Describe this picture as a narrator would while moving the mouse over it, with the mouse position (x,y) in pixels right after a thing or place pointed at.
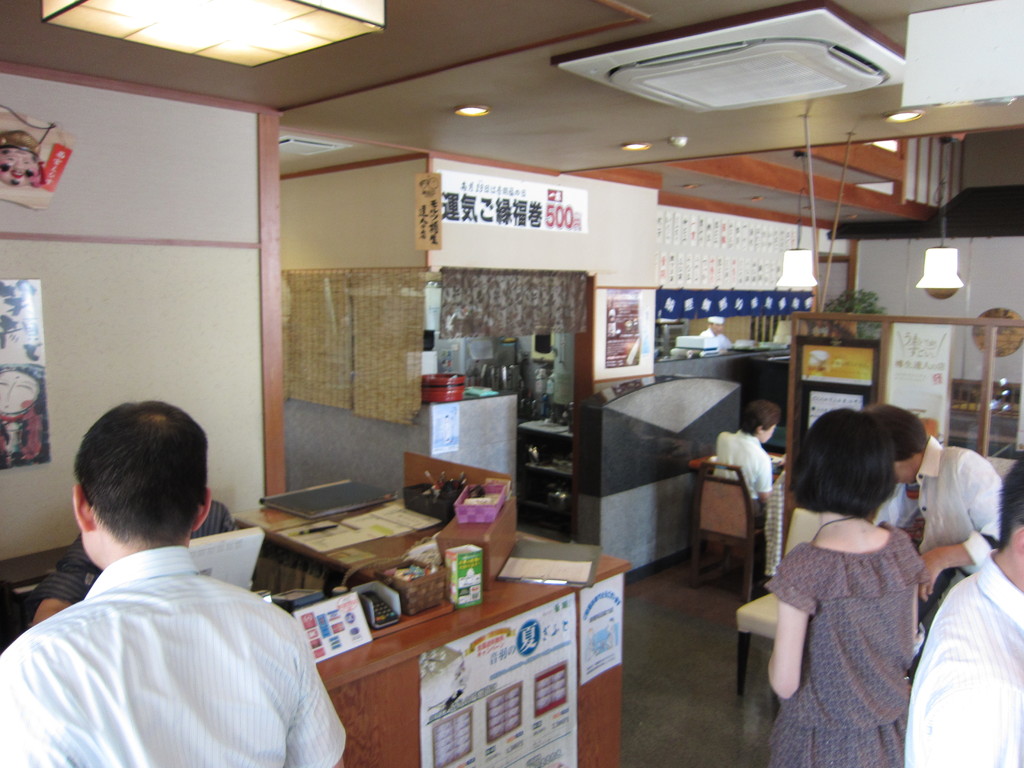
At the top (541,92) we can see central AC (665,93), lights (166,48), ceiling (519,93). We can see posters (29,404) over a wall (980,295). These are lights (794,285). Here we can see persons (730,472) sitting on a chair (721,508). This is a table (513,612) and on the table (422,628) we can see calculator (391,595), pens (437,488), laptop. We can see persons (865,592) standing near to the table (611,617).
